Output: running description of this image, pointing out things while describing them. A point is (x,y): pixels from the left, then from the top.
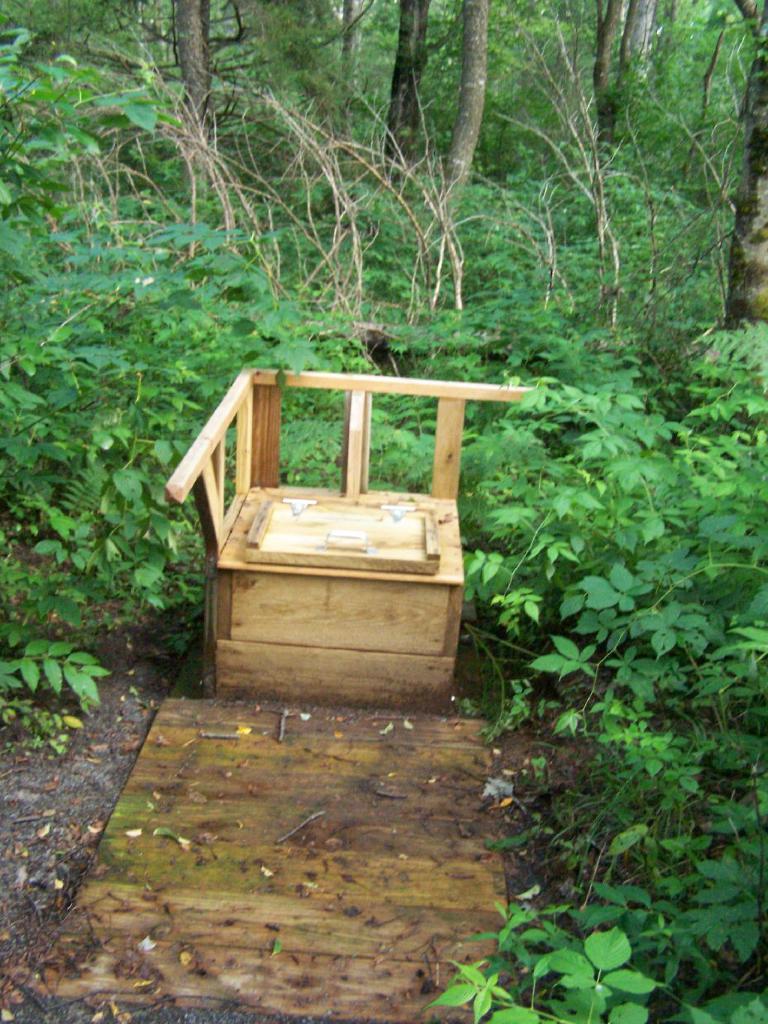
In the picture I can see the wooden objects (312,761), plants (715,577), dry leaves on the ground (12,915) and trees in the background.
